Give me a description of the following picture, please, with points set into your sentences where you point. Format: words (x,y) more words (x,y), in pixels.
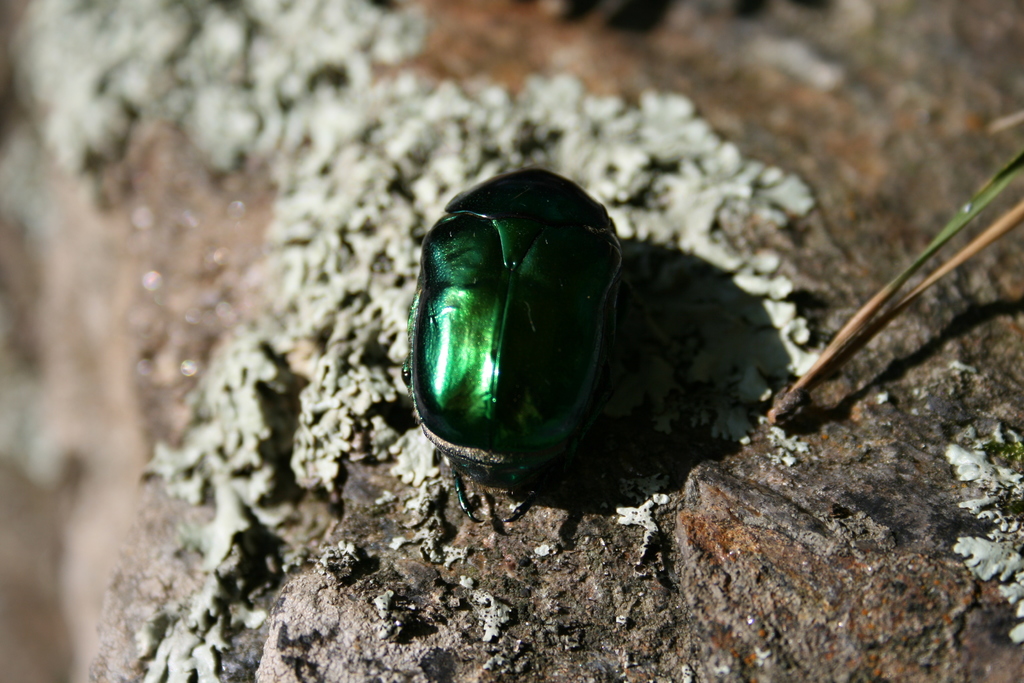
In the picture there is some green color object (428,361) on a stone surface (611,521).
